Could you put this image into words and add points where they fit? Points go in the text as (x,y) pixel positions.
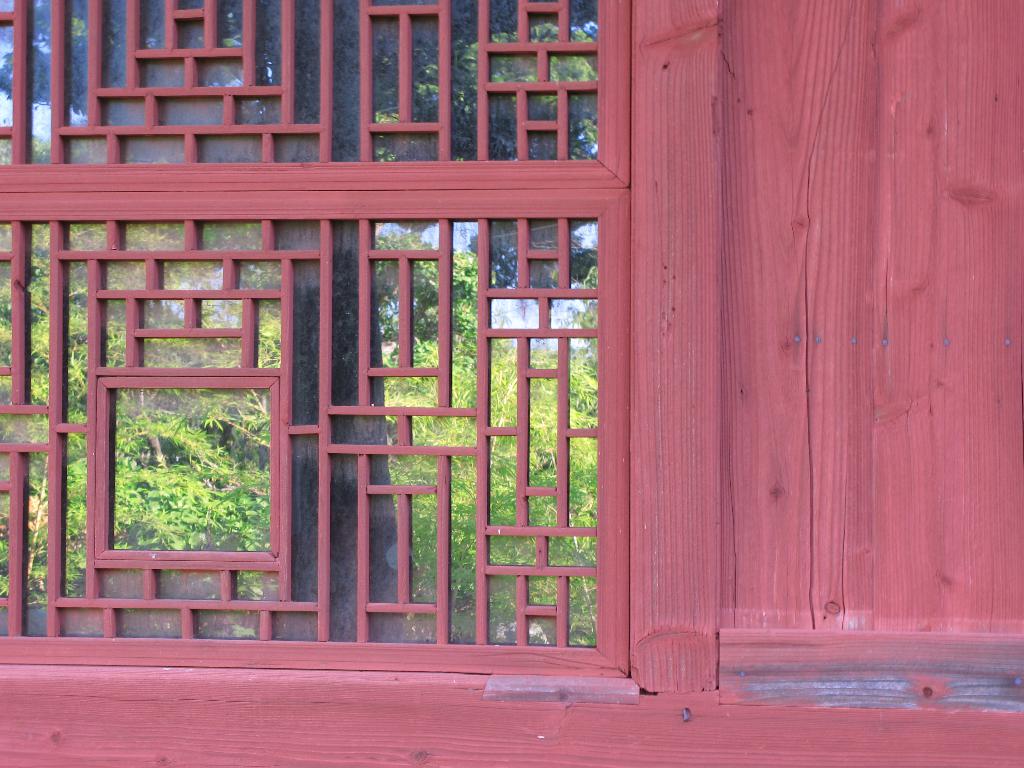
In this image we can see there is a window (309,445), through the window (60,543) we can see trees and beside the window (128,352) there is a wooden wall (807,518).
